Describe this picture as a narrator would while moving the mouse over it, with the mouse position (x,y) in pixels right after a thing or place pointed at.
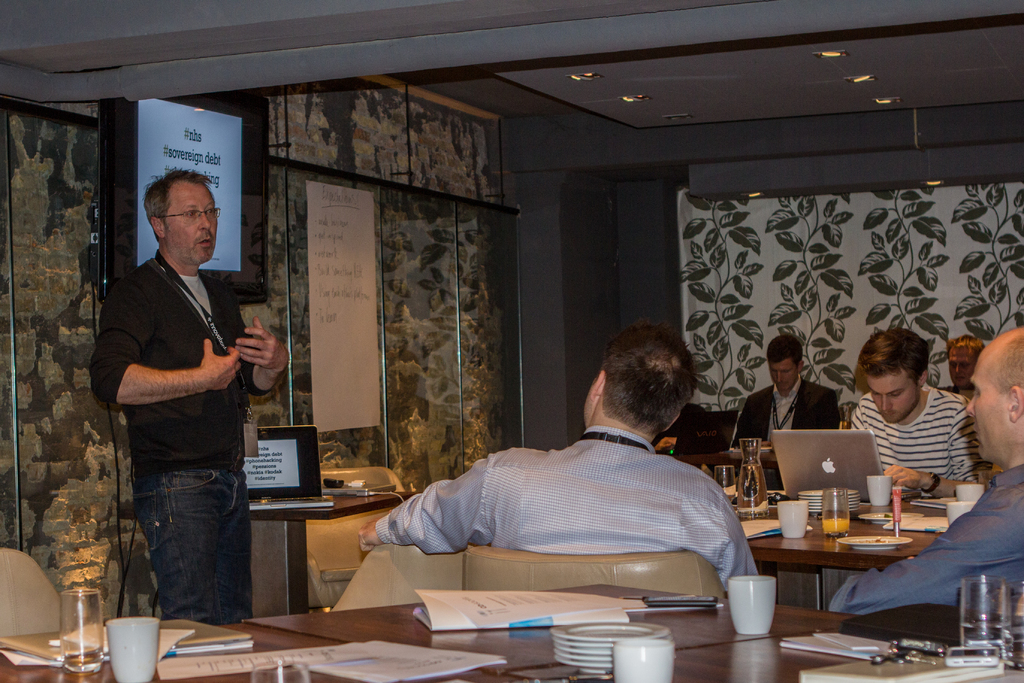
There are few people (944,410) here sitting on the chair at the table (780,658). On the table (754,672) there are laptops (804,482), glasses (838,512), plates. cups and a person (182,371) on the left (197,410) is talking to these people (675,485). In the background (114,179) there is a screen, tablet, laptop (285,479), poster (344,386).
